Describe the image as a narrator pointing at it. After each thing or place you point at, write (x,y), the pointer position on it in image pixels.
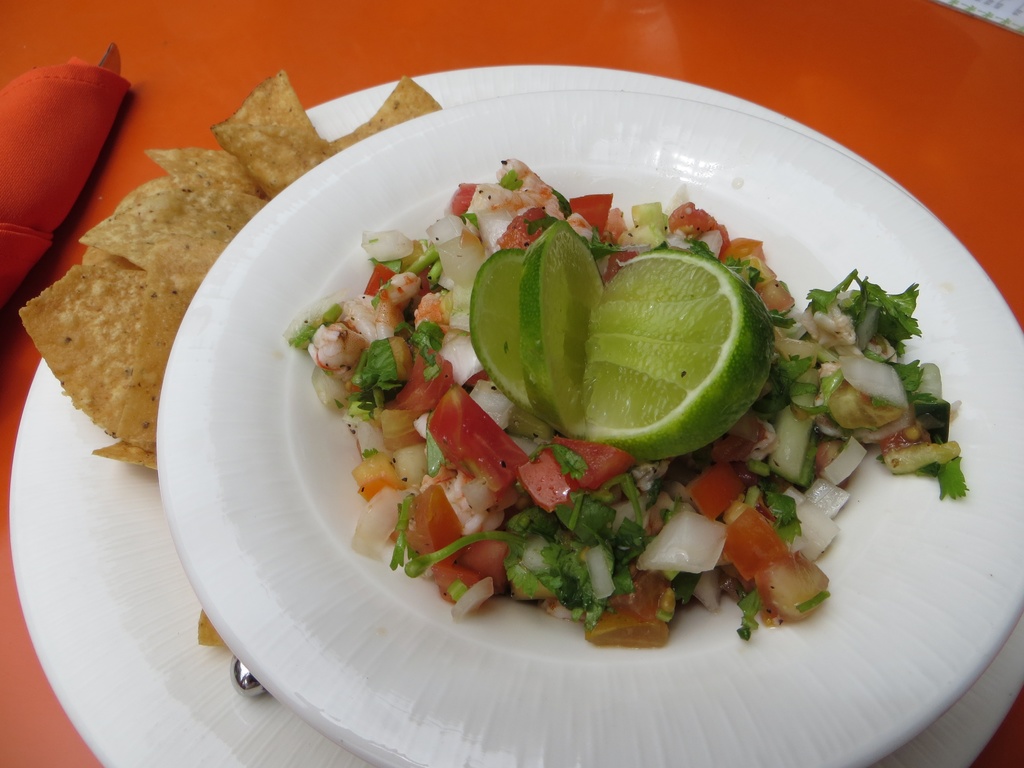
In this image we can see food (810,518), a lemon (765,372) and a spoon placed on plates (399,629). On the left side of the image (67,140) we can see a cloth (71,127) placed on the surface (746,85).
